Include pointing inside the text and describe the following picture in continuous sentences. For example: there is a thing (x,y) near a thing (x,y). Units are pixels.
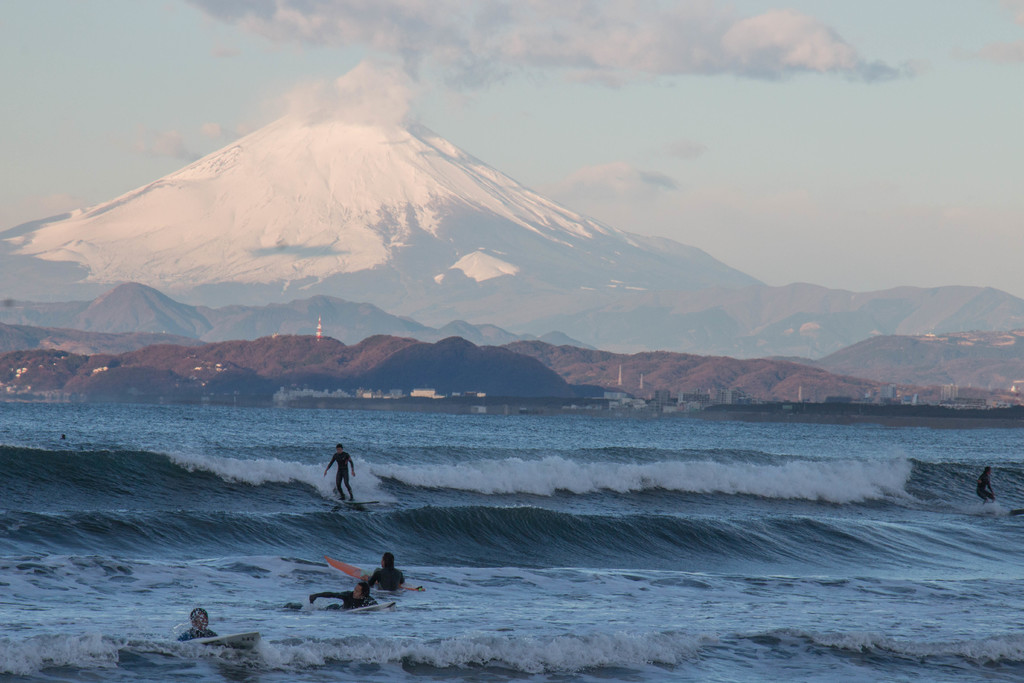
In this image we can see some group of persons (373,581) who are surfing on waves (510,573) and in the background of the image (515,382) there are some mountains (472,350) and there is cloudy sky (463,76).
